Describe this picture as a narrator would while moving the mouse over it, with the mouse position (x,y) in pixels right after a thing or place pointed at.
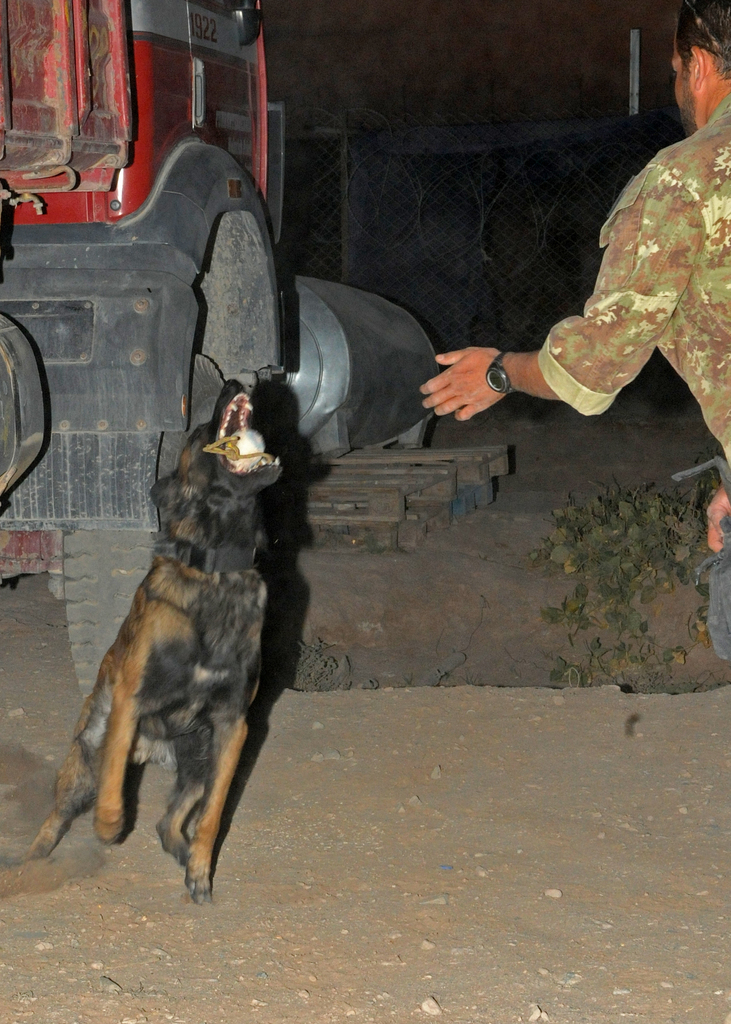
In this picture we can observe a dog (198,629) which is in black and brown color, holding a ball (238,445) in its mouth (228,460). On the right side (664,213) there is a person (647,282). In the background (104,238) we can observe a vehicle (203,240) which is in black and red color. There is a plant (595,575) and we can observe fence (445,213) here.
